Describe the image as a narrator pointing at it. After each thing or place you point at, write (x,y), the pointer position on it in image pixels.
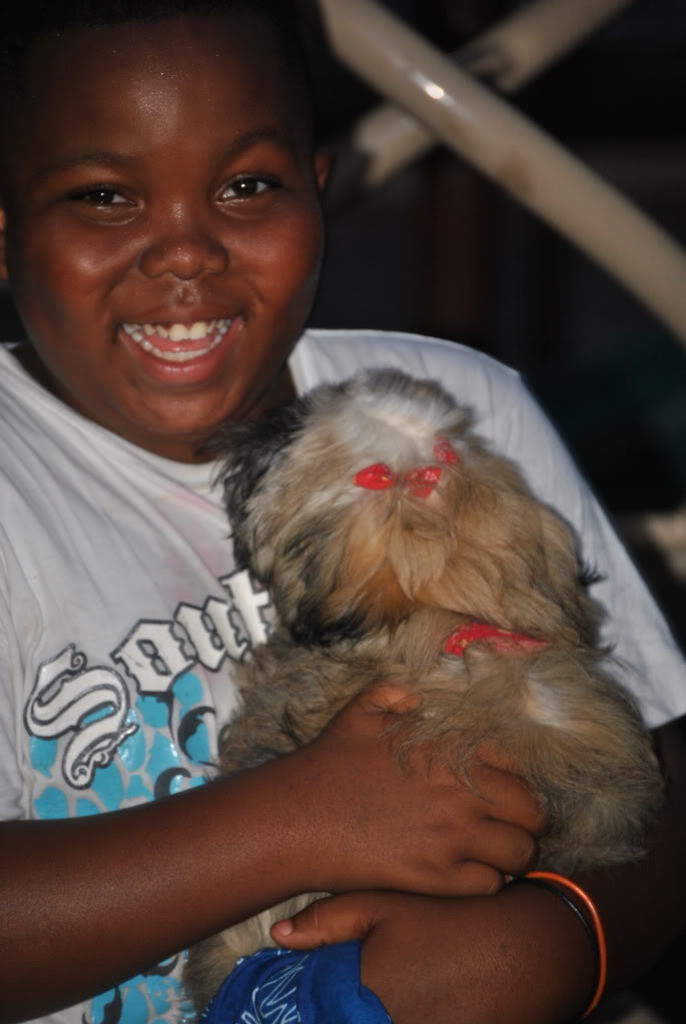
In this image there is a person (333,840) smiling and holding the dog (555,804).
